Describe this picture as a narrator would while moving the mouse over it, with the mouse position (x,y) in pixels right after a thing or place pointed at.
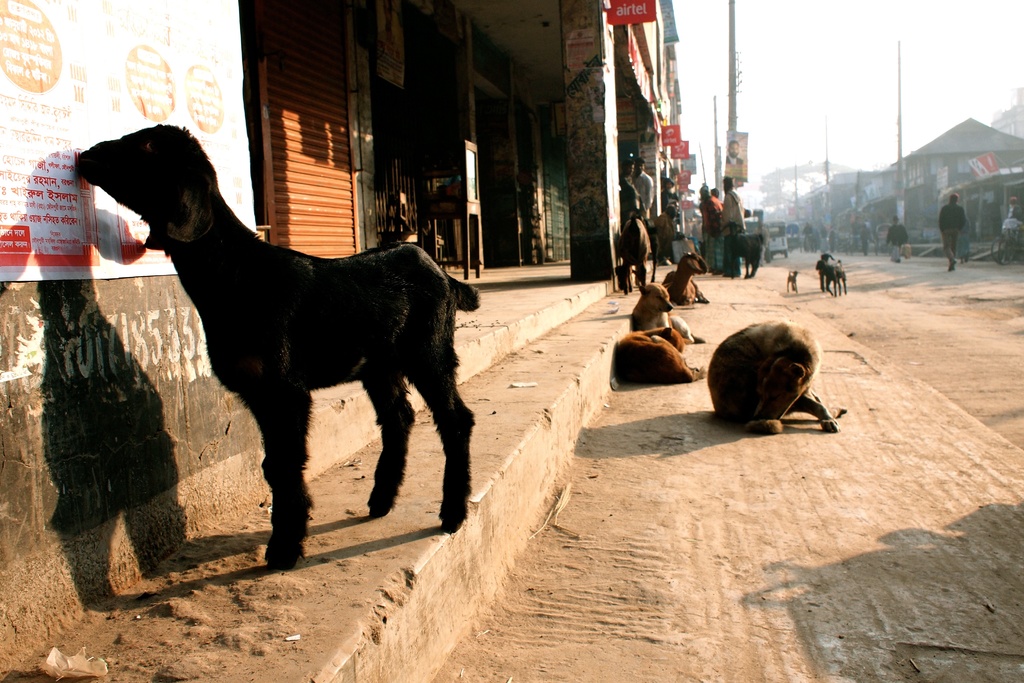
In this image I can see animals (684,340) and people (718,197). In the background (579,252) I can see poles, buildings (502,260) and the sky (902,133). Here I can see boards (633,13) attached to pillars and poles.
